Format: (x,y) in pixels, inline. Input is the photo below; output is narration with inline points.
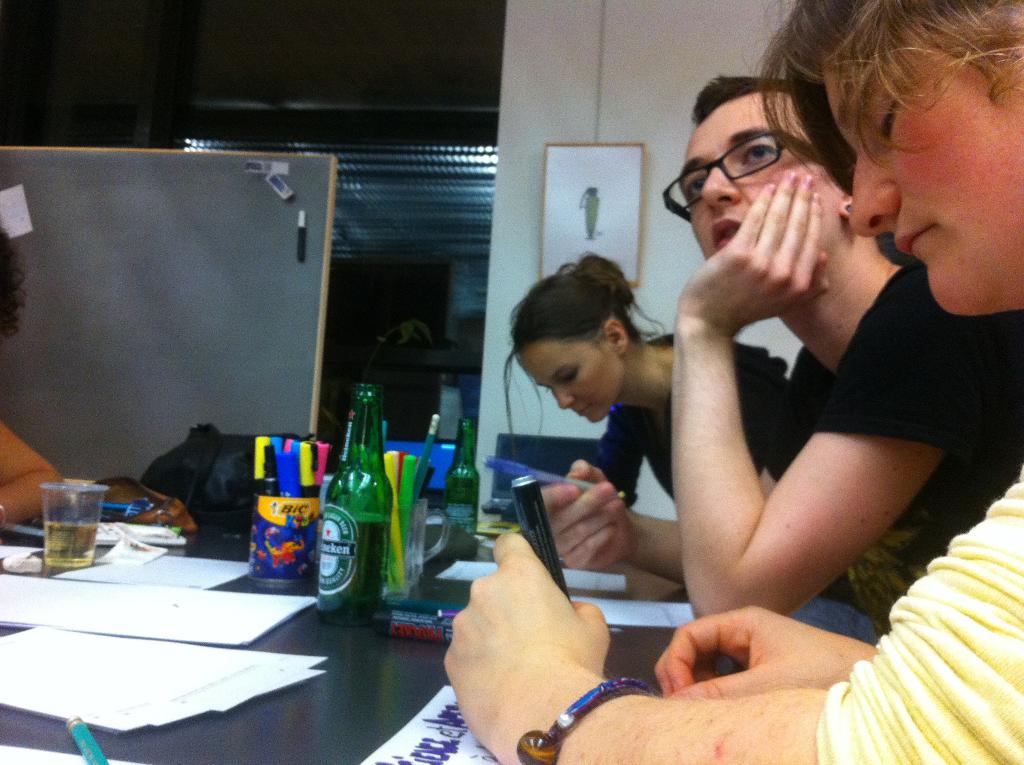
This image is clicked inside a room (378,632). There is a table (412,674) in the middle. On that there are papers (260,617), bottle (343,506), pen stand (306,517), pens (262,477), glasses (47,549). There are some persons (720,643) sitting around the table (650,674). They are writing something on the papers (119,668).
